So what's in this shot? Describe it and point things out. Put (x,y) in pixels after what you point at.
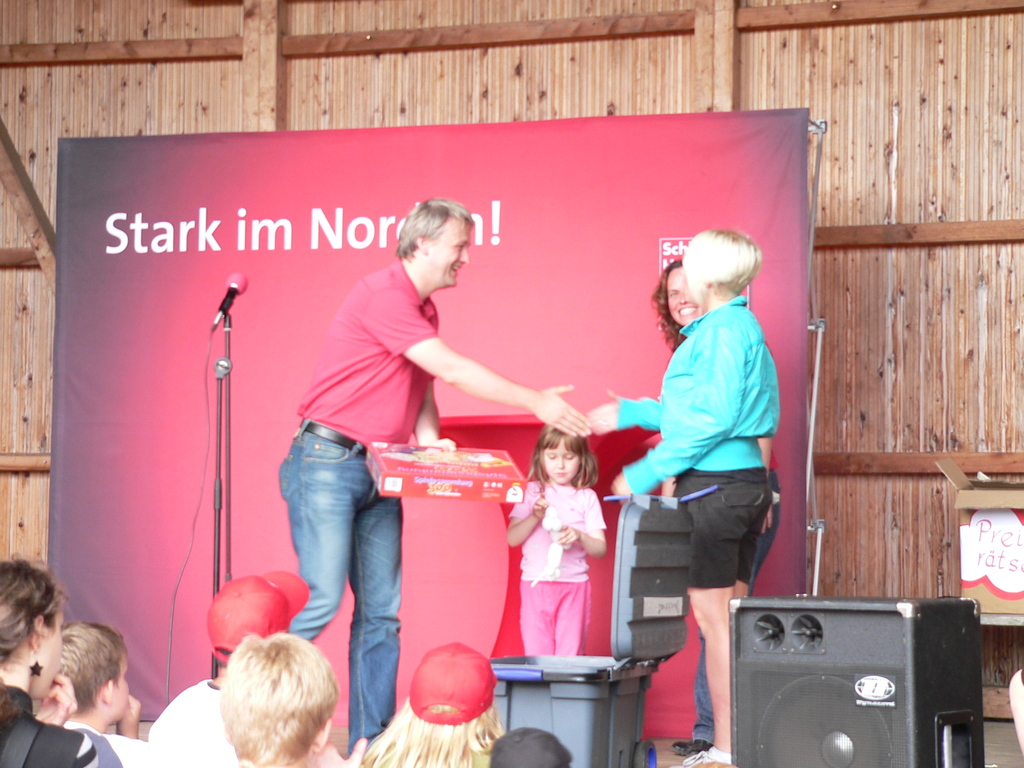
As we can see in the image there are few people (635,425) here and there, banner (163,357), mic (228,344), box (966,542), dustbin (597,704) and sound box (882,748). The person (371,566) standing over here is holding a box (429,484) in his hand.
